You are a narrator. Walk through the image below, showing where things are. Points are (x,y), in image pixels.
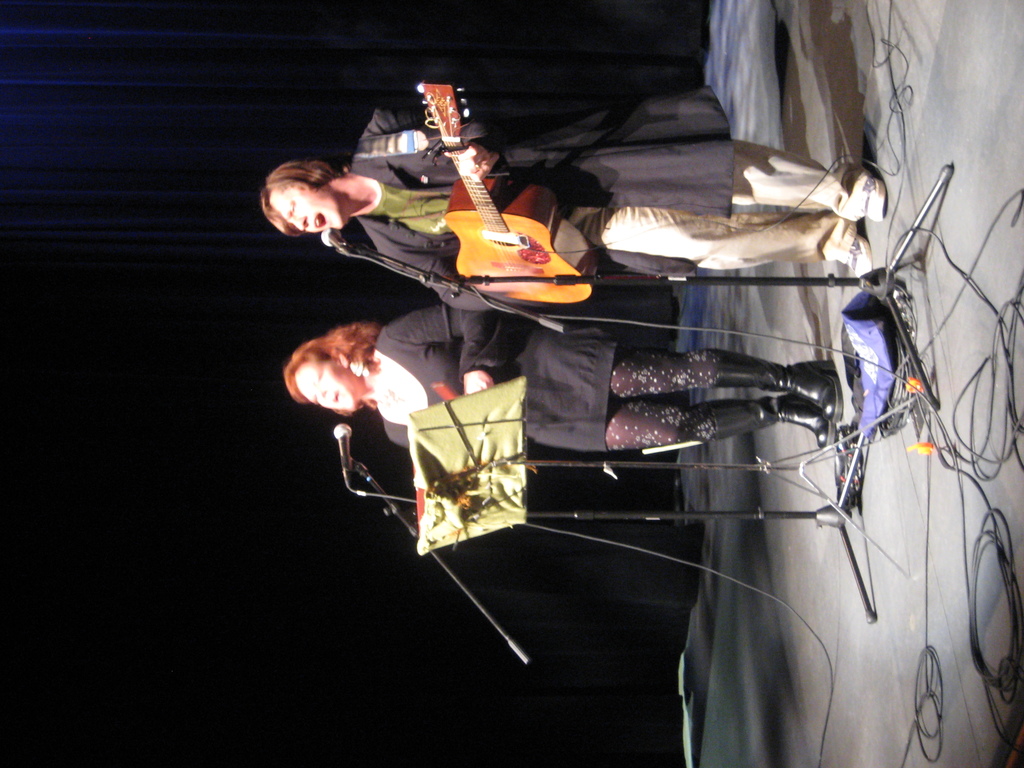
A woman (299,371) is singing with mic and stand (544,460) in front of her. There is another woman (340,204) standing beside her playing guitar (507,261). There is a black screen (267,392) behind them.
